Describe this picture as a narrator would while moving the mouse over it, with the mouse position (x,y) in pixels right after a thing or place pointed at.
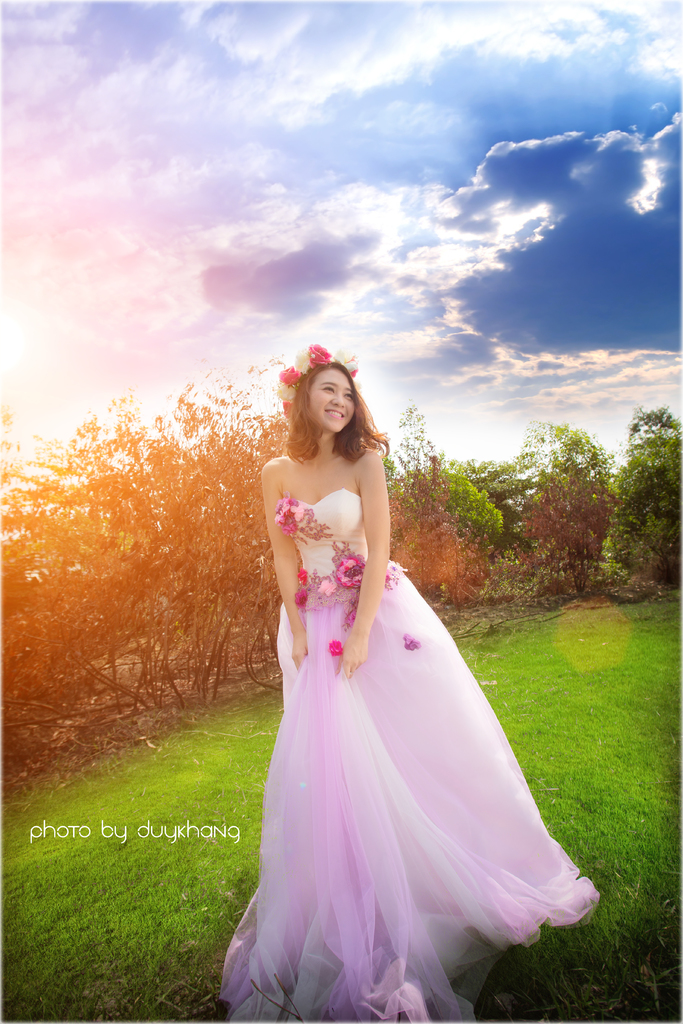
In the center of the image (287,613) we can see a lady (336,649) is standing and smiling and wearing costume (446,748). In the background of the image (574,473) we can see the trees (531,539), grass (632,755). On the left side of the image (76,313) we can see the sunset (30,314) and text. At the bottom of the image (149,893) we can see the ground (657,936). At the top of the image (322,54) we can see the clouds (277,287) are present in the sky (318,287).
